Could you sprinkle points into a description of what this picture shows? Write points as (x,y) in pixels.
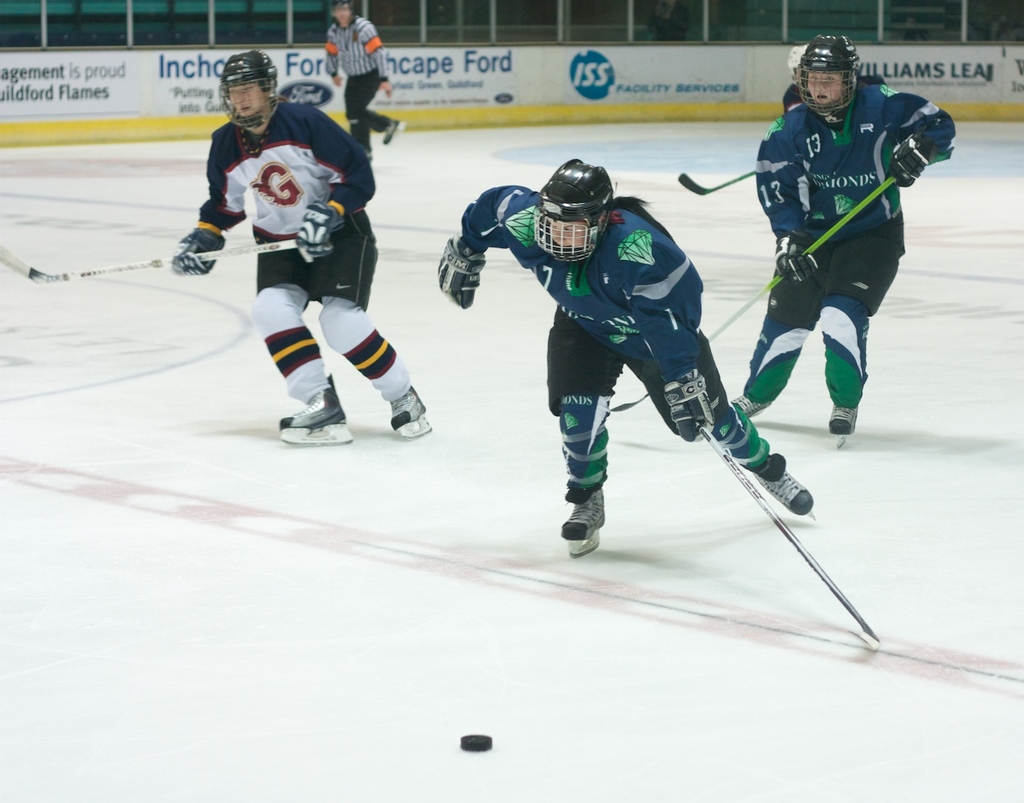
There are four persons (888,116) in different color dresses (846,349), holding sticks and playing on the court (735,781). In the background (548,60), there is another person (367,128) running, there is a white color hoarding (672,96) and there are other objects (21,18).
